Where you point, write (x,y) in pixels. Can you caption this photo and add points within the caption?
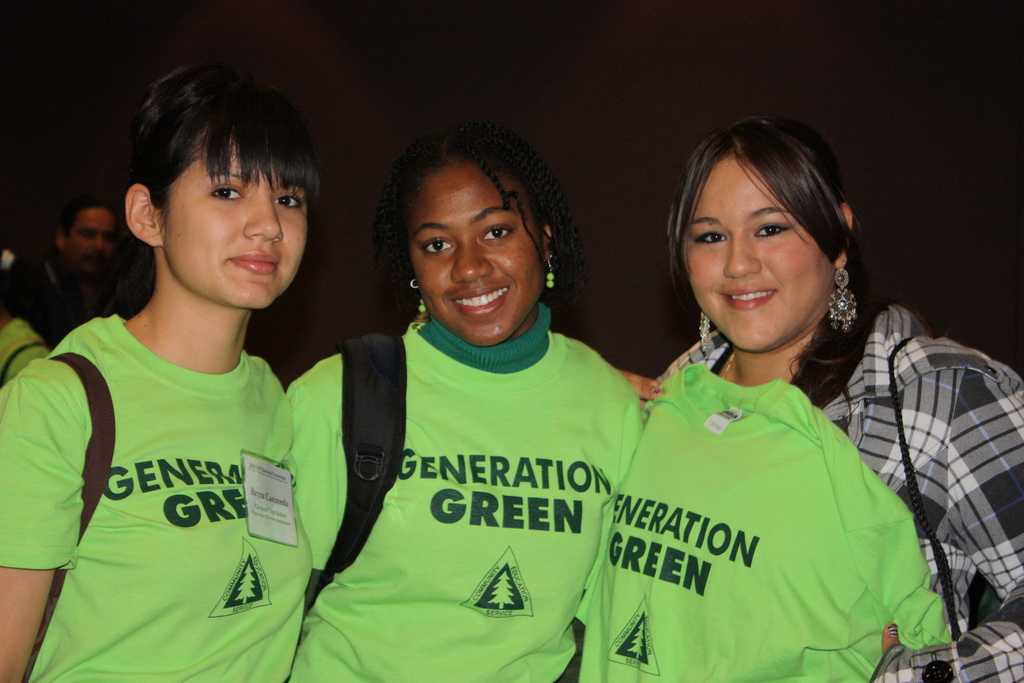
Here in this picture we can see three women (246,381) standing over a place and we can see all of them are smiling and carrying bags (395,414) with them and the two women (581,496) on the left side (327,449) are wearing green colored t shirts (169,415) on them and the woman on the right side (711,517) is holding a t shirt (828,482) with her and behind her also we can see other people (100,296) present over there.
